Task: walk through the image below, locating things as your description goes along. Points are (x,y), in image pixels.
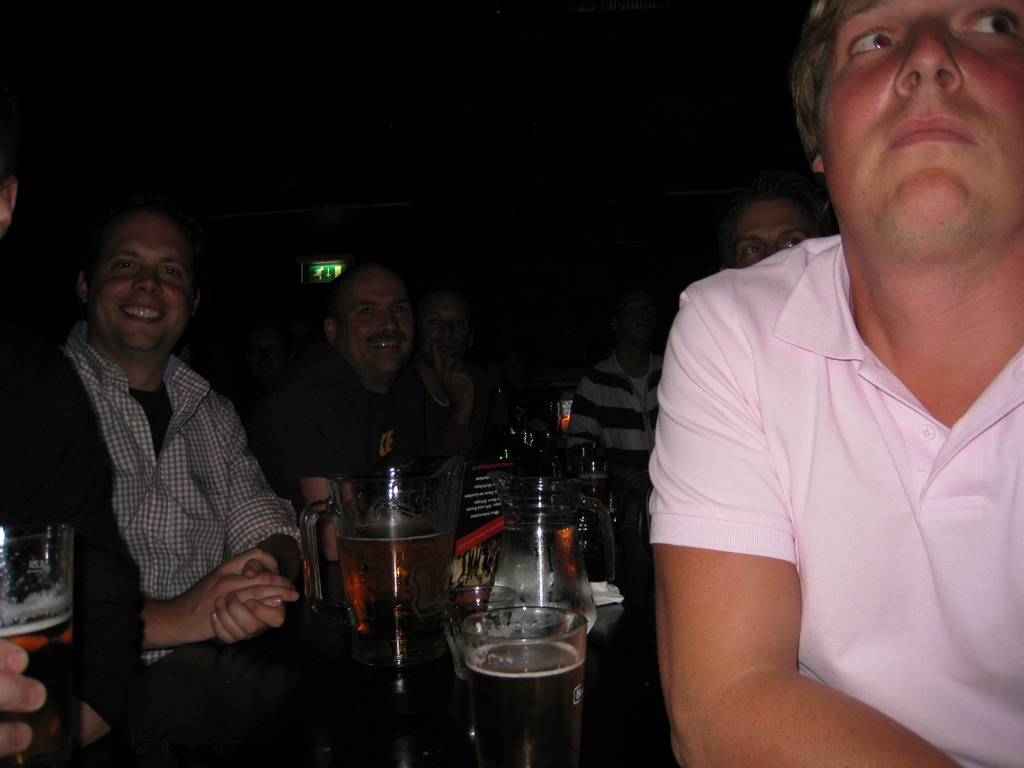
On the right side (874,279), we see a man (956,280) in the pink shirt (715,482) is sitting on the chair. In front of him, we see a table (347,643) on which a glass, a jar (364,520) containing the liquid (407,589) and some other objects (515,602) are placed. Beside that, we see six men (127,496) are sitting on the chairs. Some of them are smiling and they are posing for the photo. The man (16,691) on the left side (48,635) is holding a glass (49,691) containing the liquid (64,705) in his hands (6,705). In the background (306,271), we see a green color board (311,275). In the background (463,177), it is black in color. This picture might be clicked in the dark.
